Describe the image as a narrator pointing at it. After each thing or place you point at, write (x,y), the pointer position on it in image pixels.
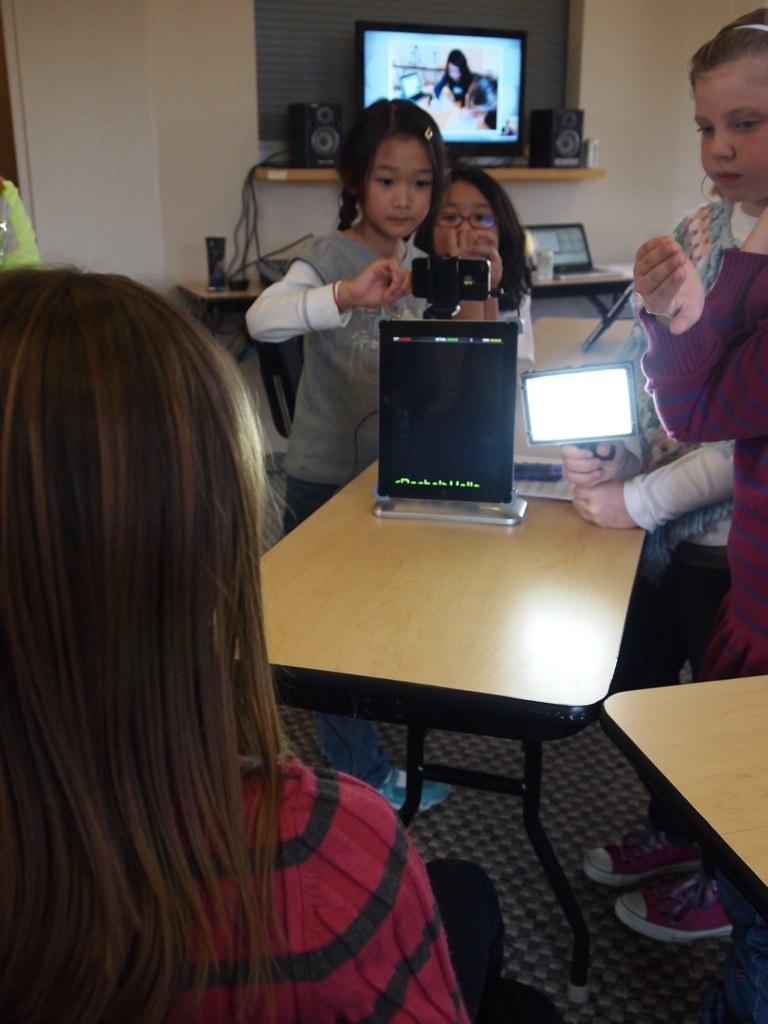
In this picture we can see girls (711,226) looking at the camera (463,278) and using light (589,385) in her hand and on table (467,524) we can see some of this items (436,438) and in background (361,55) we can see television (398,77), speaker (315,128), wires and here the girl (190,472) is watching them.
